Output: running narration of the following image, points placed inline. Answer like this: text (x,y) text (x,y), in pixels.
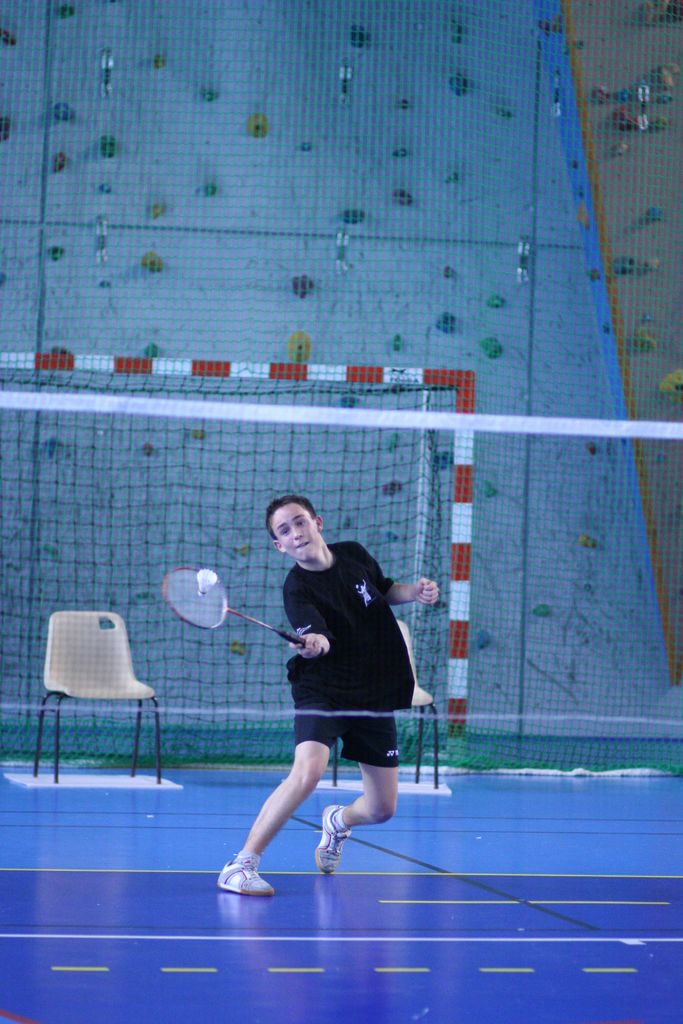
a person (298,767) is playing badminton. he is wearing a black shirt (336,683) and a shorts (329,744). in front of him there is a net (86,575). behind him there is a chair (100,679). the floor (143,771) is blue in color.
